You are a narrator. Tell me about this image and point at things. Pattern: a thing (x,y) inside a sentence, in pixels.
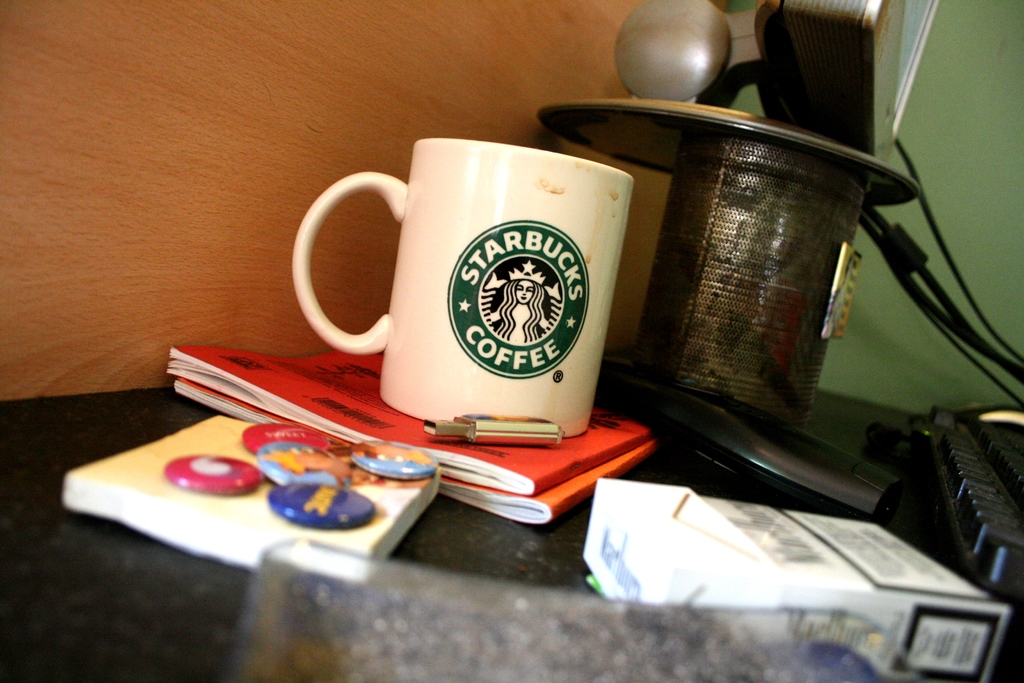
In this image, we can see books (541,512), badges (335,473), keyboard (971,532), remote controller (777,481) and few objects (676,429) are placed on the black surface (109,595). Here we can see a cup (455,339) and pen drive (489,438) are placed on the book (453,449). In the background (380,91), we can see a wooden object (344,102) and wall (968,110).
